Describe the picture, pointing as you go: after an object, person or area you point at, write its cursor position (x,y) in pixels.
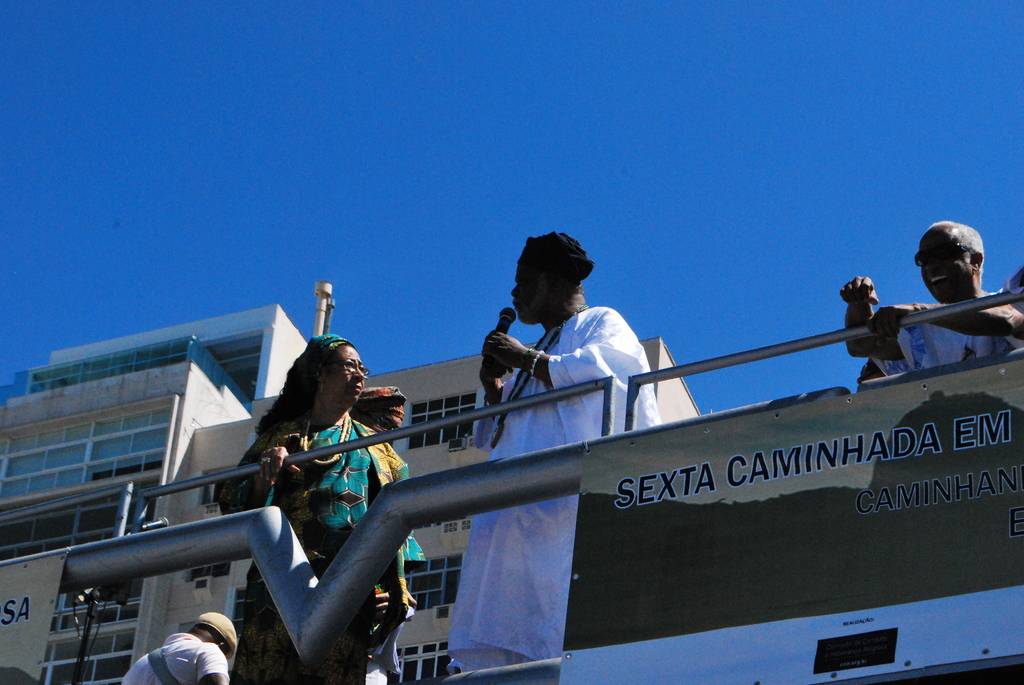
At the bottom (632,471) we can see hoardings (618,459) on the fence (75,580) and there are few persons (414,597) standing and a man (583,422) is holding mic (492,369) in his hands (485,363). In the background (136,458) there is a building (156,500), windows (89,534), poles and sky (574,198).
